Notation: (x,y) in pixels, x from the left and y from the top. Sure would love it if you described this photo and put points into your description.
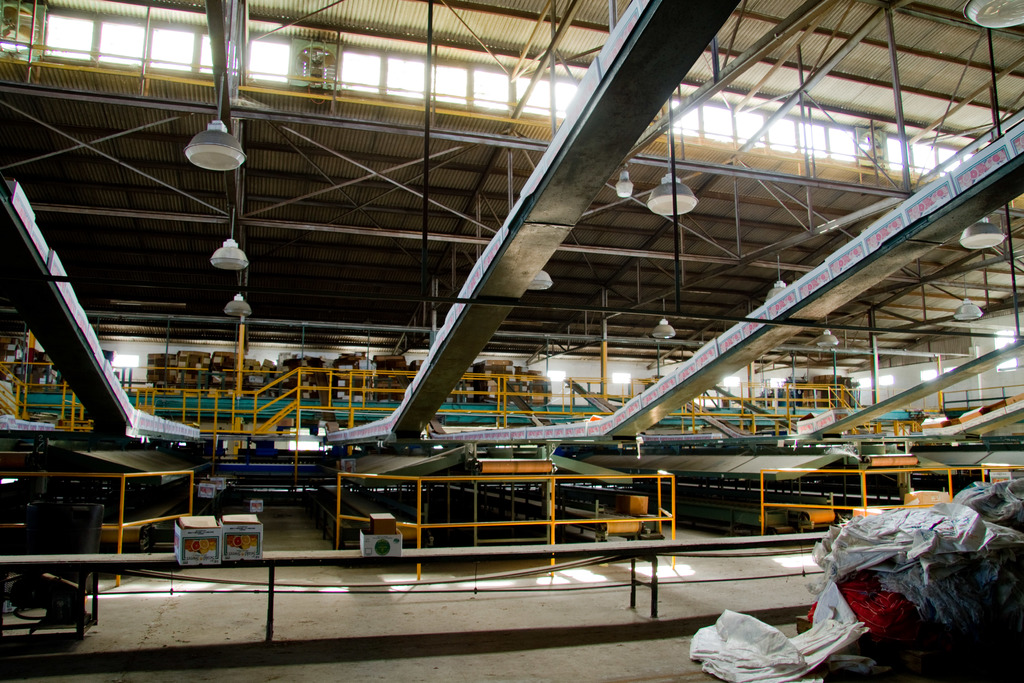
This is an inside view of a factory (520,598). There are a few sheets (852,607) and clothes (987,605) on the right side (1000,615). We can see a few boxes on a wooden surface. There are some boxes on a steel surface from left to right. Some lights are visible on top (670,208).
